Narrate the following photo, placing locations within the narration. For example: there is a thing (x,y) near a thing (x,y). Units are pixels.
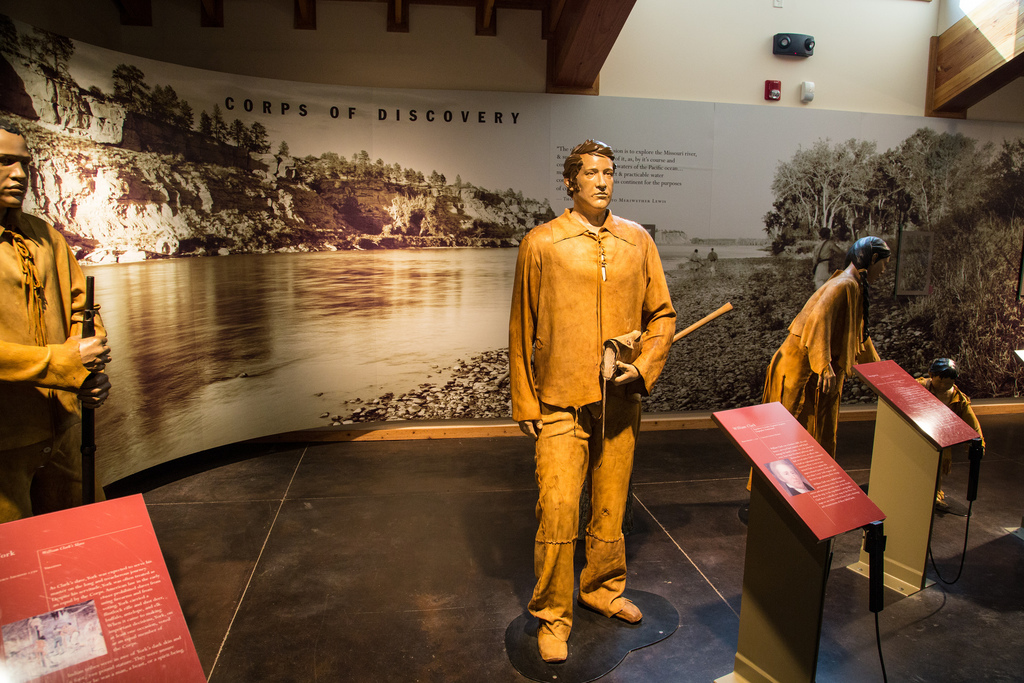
In the picture I can see four sculptures (20,398) on the floor (513,559). Here we can see boards (72,661) on which we can see some text (71,593) and images of people (782,474). In the background (161,273), we can see the board (294,151) on which we can see the water (372,360), trees (806,229) and hills (305,166) and we can see some edited text (656,174).
